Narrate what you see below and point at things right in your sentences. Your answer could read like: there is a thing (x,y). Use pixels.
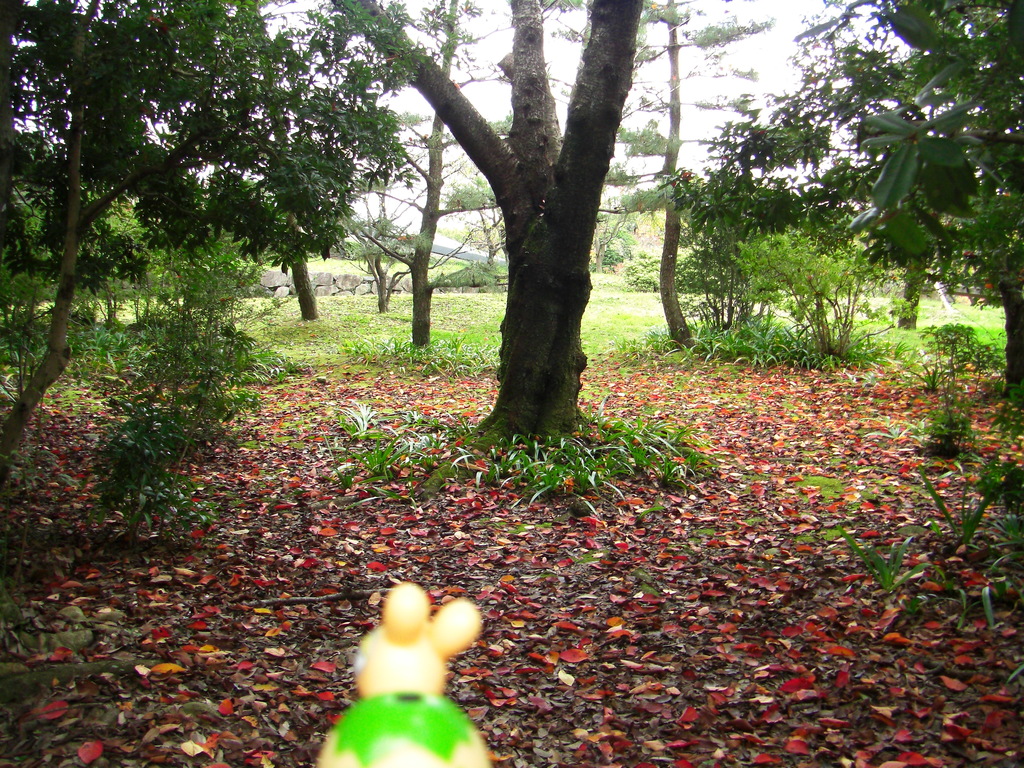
At the bottom of the image (437,742) we can see a toy (436,709). In the background (682,24), we can see the sky (731,94), trees (950,33), plants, grass (937,316), leaves (727,474) and stones (346,284).
